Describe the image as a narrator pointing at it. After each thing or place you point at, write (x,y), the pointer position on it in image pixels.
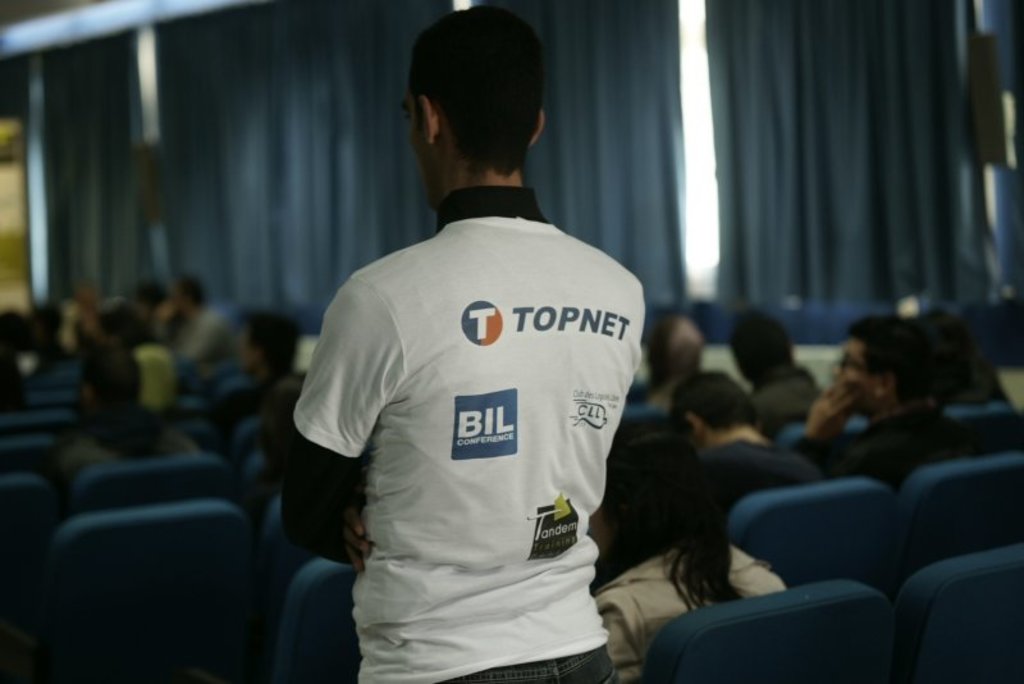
This is the picture inside the room (691,45). There is a person (473,364) with white t-shirt (468,405) is standing and the other people (104,328) are sitting. At the back (89,125) there are blue color curtains (569,109).
